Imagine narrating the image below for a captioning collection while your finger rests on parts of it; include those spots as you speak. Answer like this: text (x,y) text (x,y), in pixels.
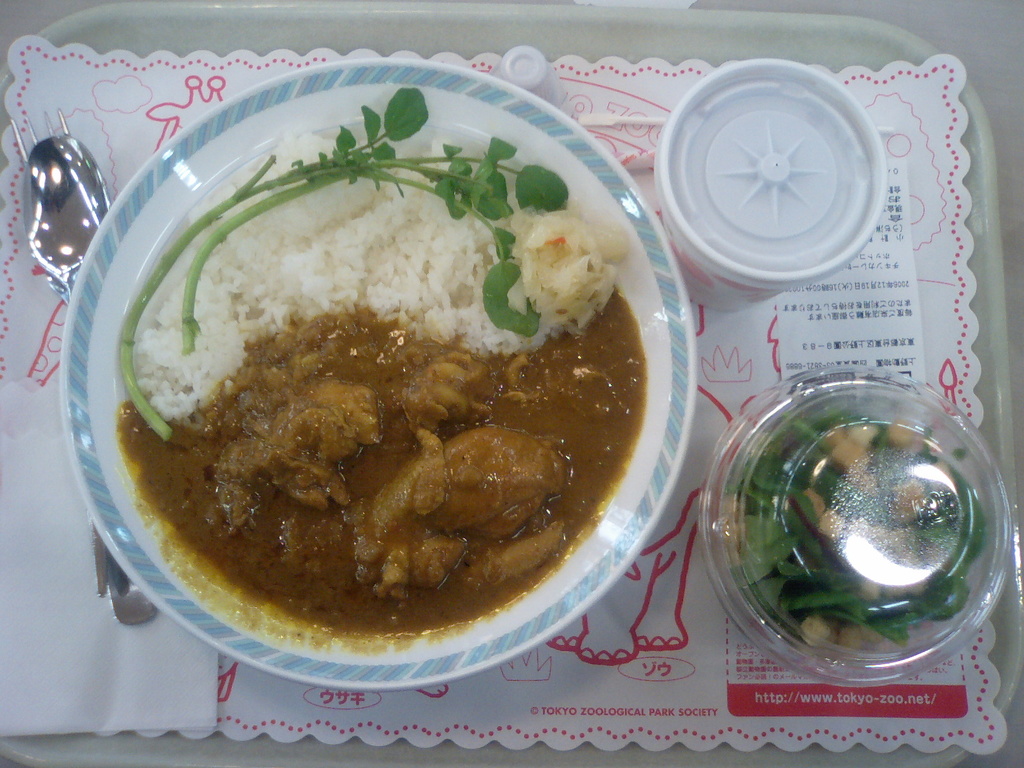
In this picture I can observe a white color plate (247,130). There is some food (378,437) in the plate (124,300). I can observe some rice (280,300) and a leafy vegetables (290,176). On the right side (736,295) there are two boxes (804,258). All of them are placed in a white tray (692,40). This white color tray (760,39) is placed on the table (962,42).
